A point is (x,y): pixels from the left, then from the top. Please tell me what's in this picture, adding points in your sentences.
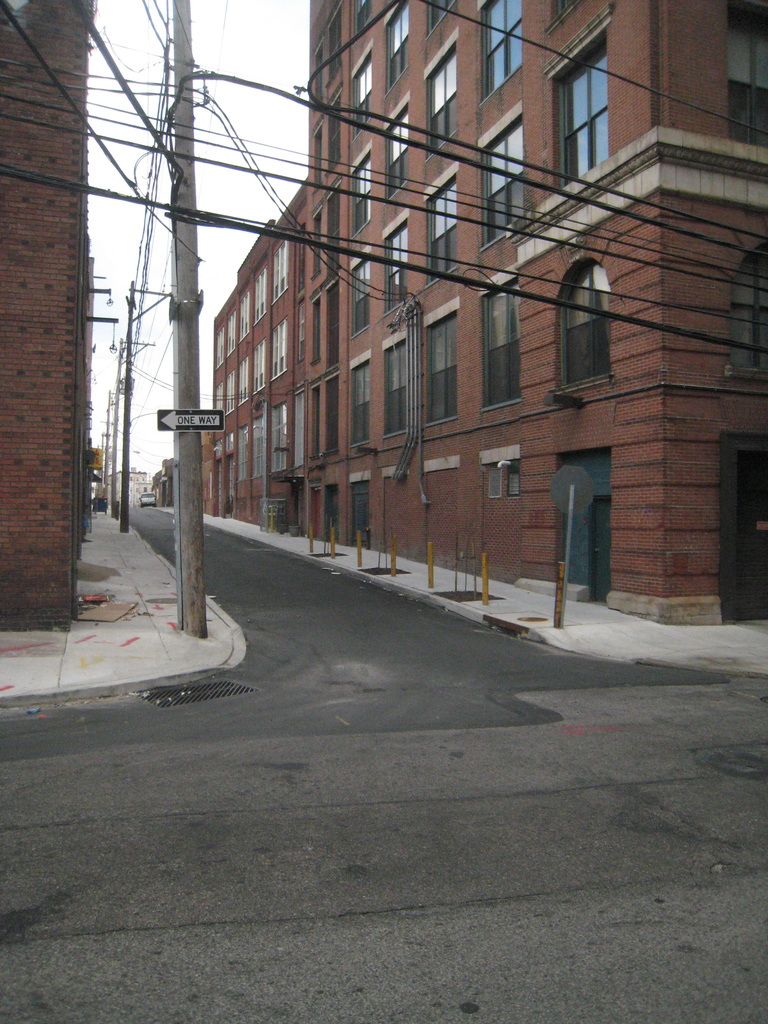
In this picture there is a way (307,753) and there are buildings (234,360) on either sides of it and there are few poles (199,374) and wires (155,228) in the left corner (183,365).
